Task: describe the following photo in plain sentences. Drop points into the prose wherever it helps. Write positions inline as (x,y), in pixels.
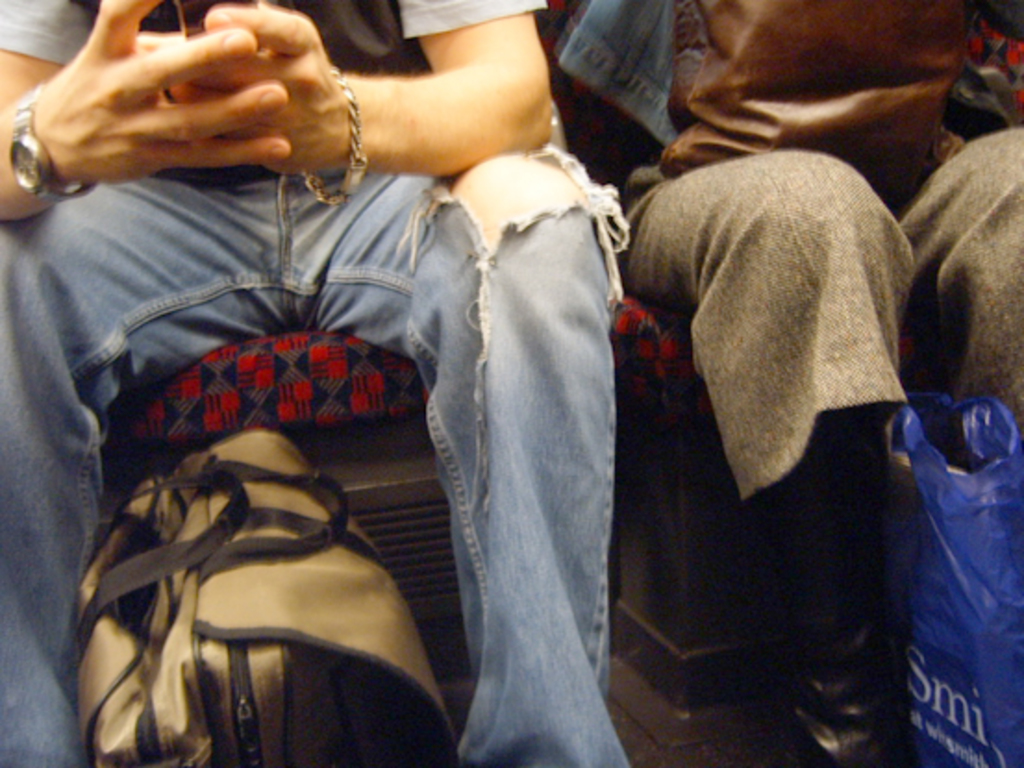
In this image we can see two people (588,377) sitting on the chairs (621,396). In that a person (484,214) is holding a cellphone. We can also see a bag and a cover (950,689) beside them.
